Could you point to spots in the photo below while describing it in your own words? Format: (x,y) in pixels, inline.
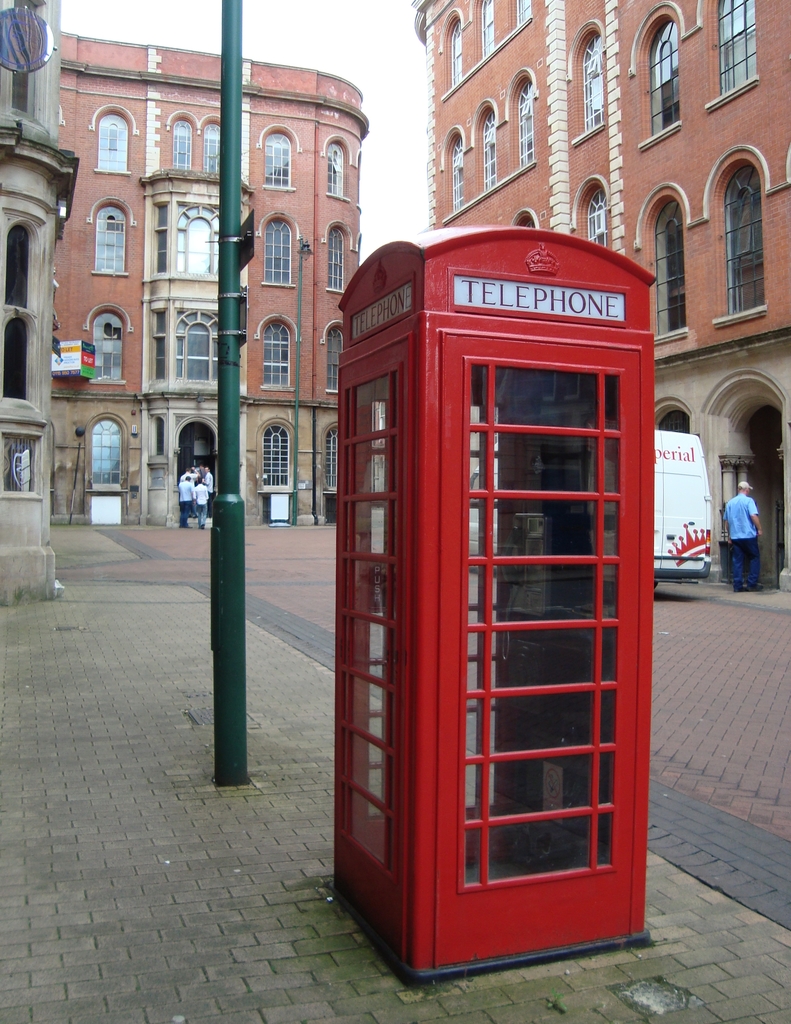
In this image in the foreground (502,696) there is one telephone booth (522,665), and in the background (587,160) there is a building pole (223,665) and some persons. On the right side (682,503) there is one vehicle (688,509) and one person (739,523), at the bottom (113,740) there is a walkway (660,594).
